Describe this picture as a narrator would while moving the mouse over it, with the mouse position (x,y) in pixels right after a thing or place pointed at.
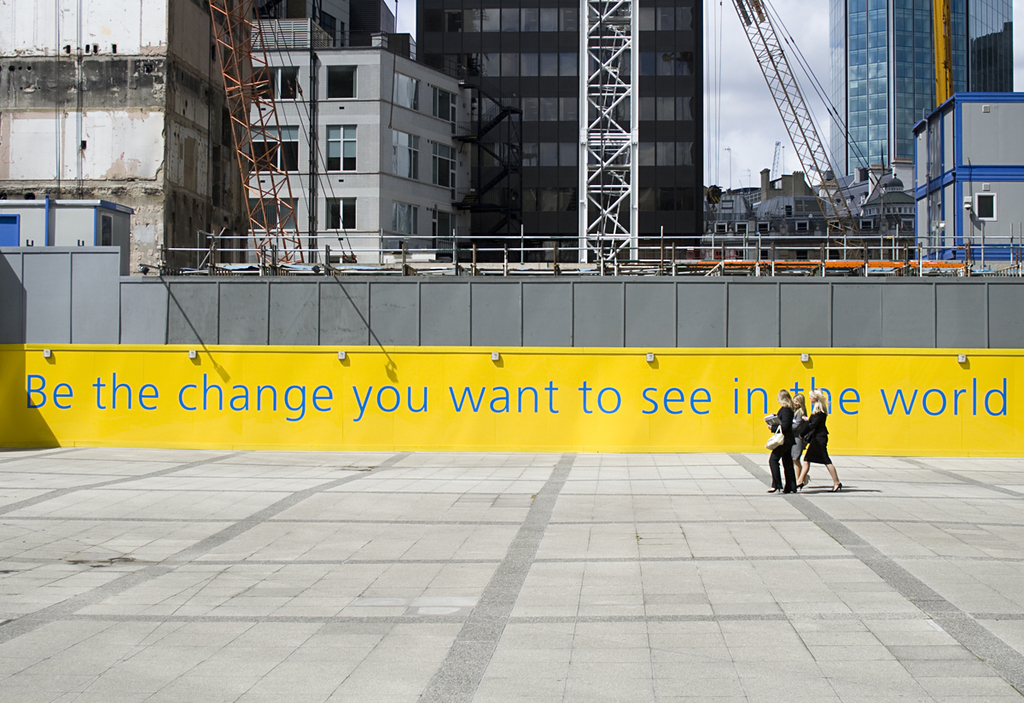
There are people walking in the foreground area of the image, there are buildings (549,133), it seems like a boundary (770,288), towers (971,71) and the sky (723,165) in the background (506,263).
